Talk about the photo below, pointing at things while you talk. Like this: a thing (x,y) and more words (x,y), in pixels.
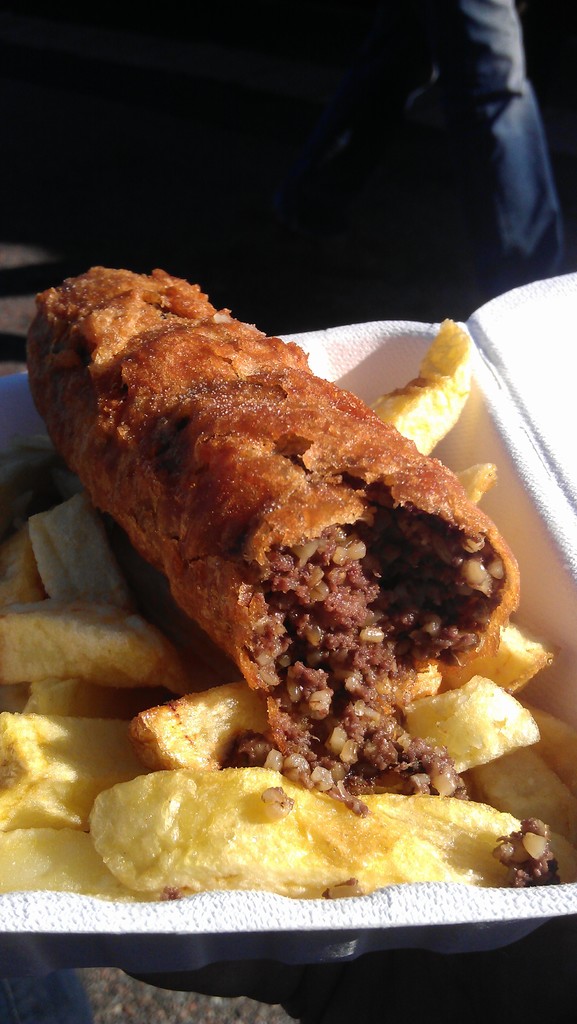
In this image I see the white box (559,900) on which there is food (338,578) which is of yellow, red and brown in color and it is dark in the background (325,176).
